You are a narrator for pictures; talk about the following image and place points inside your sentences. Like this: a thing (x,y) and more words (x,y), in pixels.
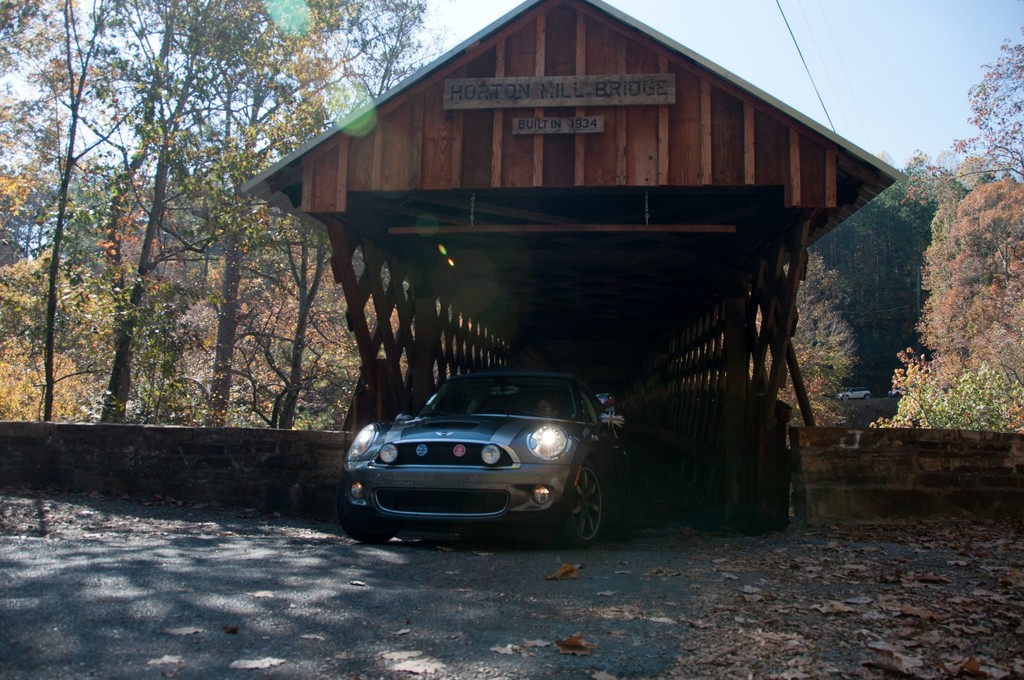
In this image there is the sky (895,48) towards the top of the image (881,55), there is a wire (781,9) towards the top of the image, there is a wooden fence (706,389), there are wooden boards (593,117), there is text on the boards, there are trees (192,187), there is a wall (254,451), there is the road (782,578) towards the bottom of the image (561,600), there are vehicles (435,471) on the road (880,400), there is a flag (603,401), there are dried leaves (880,604) on the road (512,582).
